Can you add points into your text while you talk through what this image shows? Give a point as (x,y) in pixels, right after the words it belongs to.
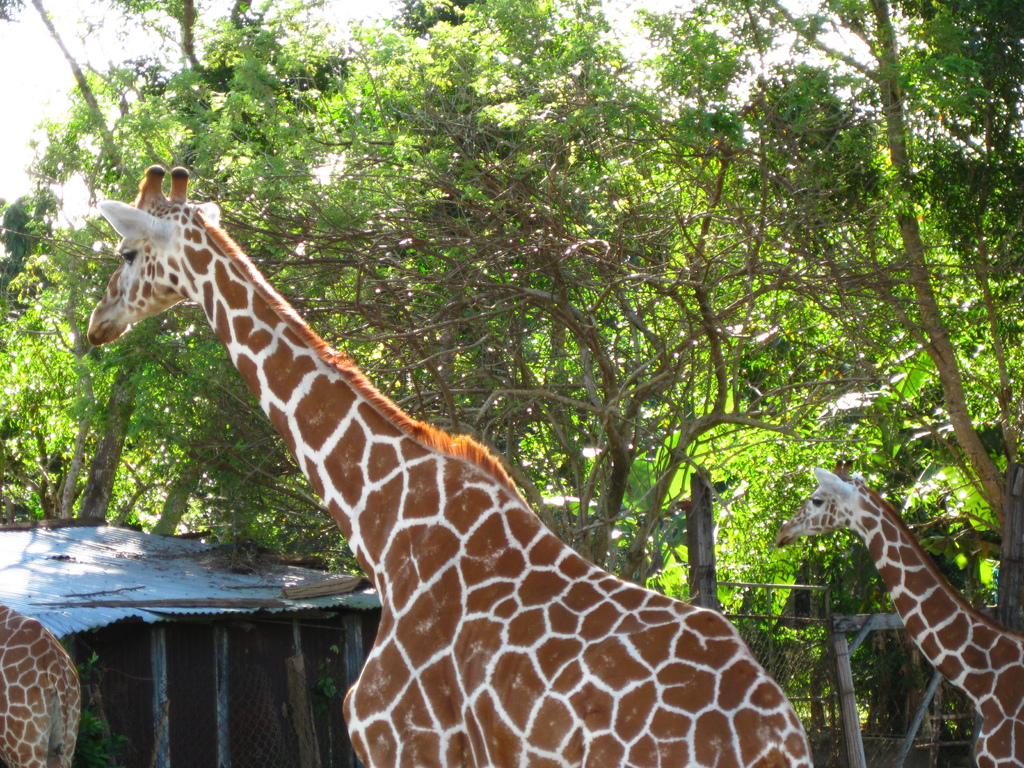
In this image we can see few giraffes (405,688) and there is a shed (244,686) and we can see some trees (472,370) in the background (970,29) and we can see the sky (301,16).
